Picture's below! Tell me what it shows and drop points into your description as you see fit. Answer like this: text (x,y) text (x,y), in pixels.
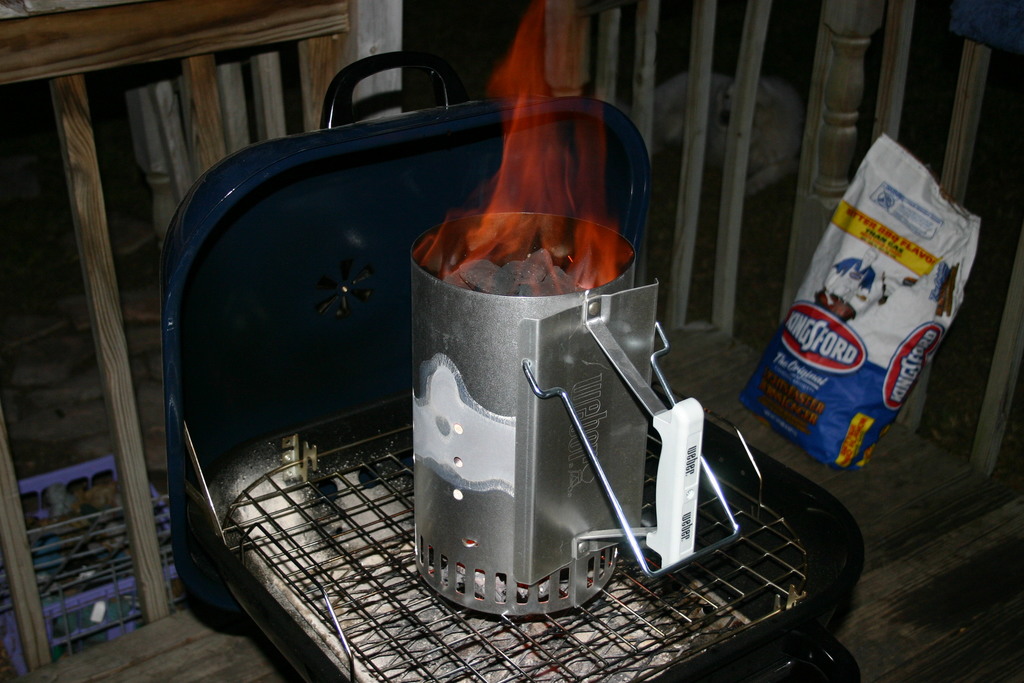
In this image there is a burning stove (372,246) on a wooden surface (198,631), there is charcoal (513,282) in the container (531,309), there is a fire (549,168), there is a packet (853,353) on the wooden surface (117,645), there are objects (96,545) on the ground (770,244).
